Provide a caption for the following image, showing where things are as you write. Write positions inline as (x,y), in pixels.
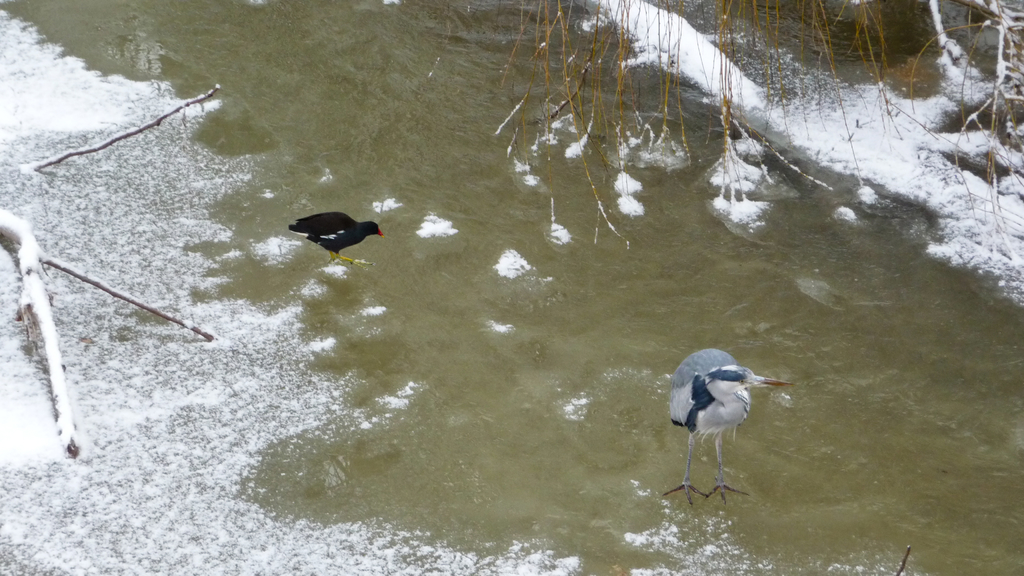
In this image there is a hen (319,237) and there is a heron (674,387) on the water (441,295), in this image there are dried branches (97,288) with snow (52,502).
